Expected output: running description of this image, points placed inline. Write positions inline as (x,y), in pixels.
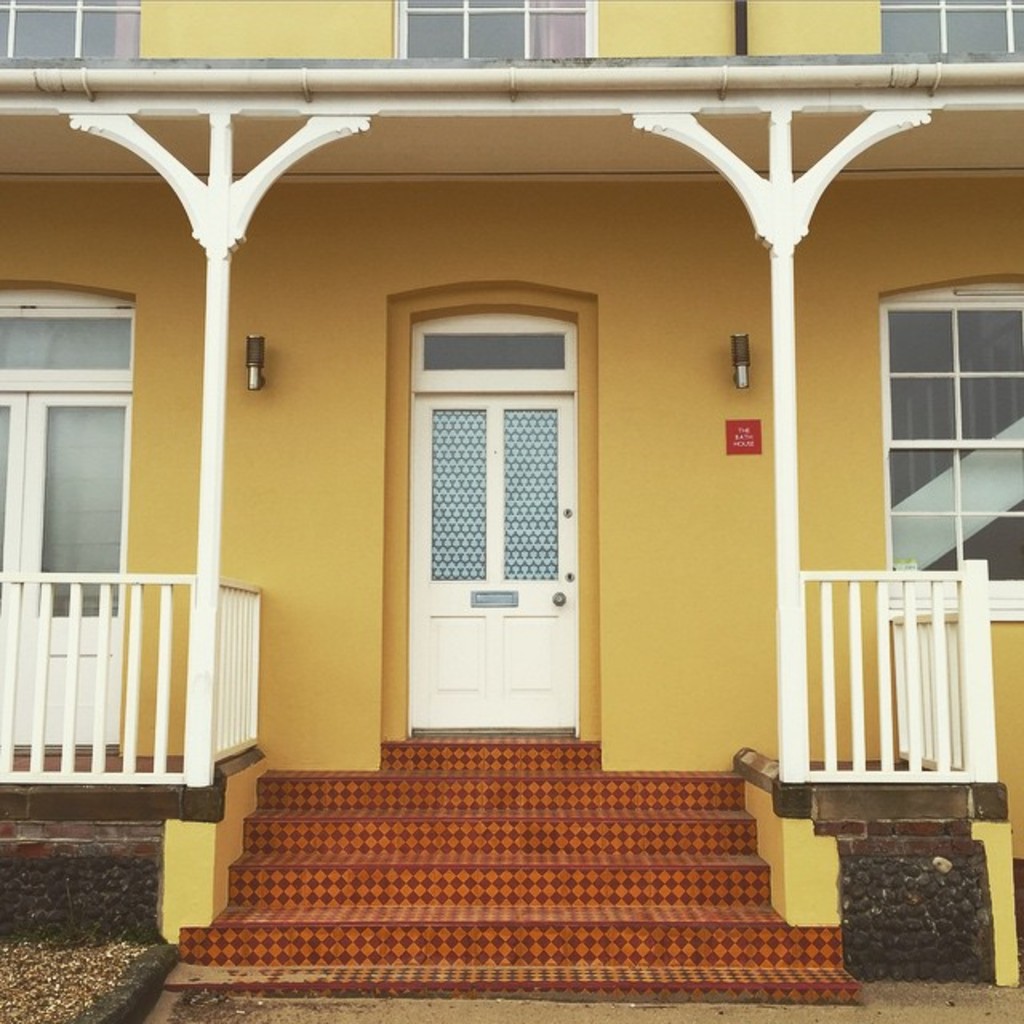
This image consists of a building (430,500) along with windows (1011,461) and a door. In the front (500,925), we can see the steps (611,907). On the left (135,679) and right, there is railing (937,718).
